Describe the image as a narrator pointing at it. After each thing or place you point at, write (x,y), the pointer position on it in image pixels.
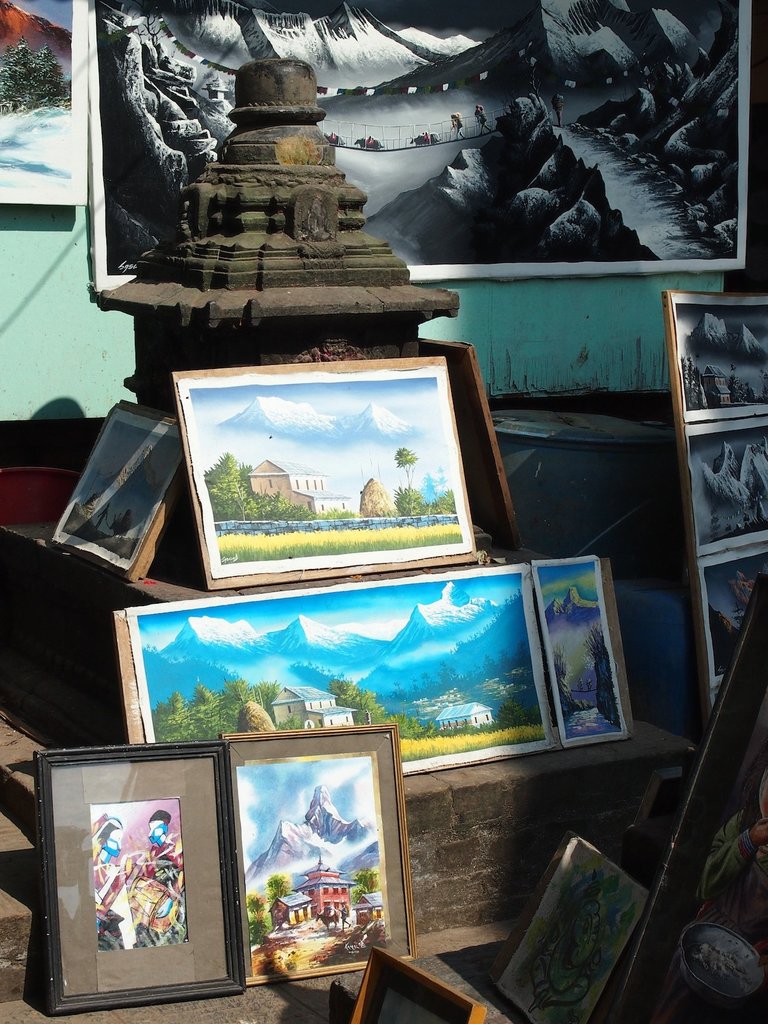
In this picture, we see many photo frames (294,455) which are placed on a table (418,792) like. Behind that, we see a pillar (301,348) and we even see photo frames (412,177) which are placed on the green wall (14,280). This picture might be clicked outside the city and it is a sunny day.
